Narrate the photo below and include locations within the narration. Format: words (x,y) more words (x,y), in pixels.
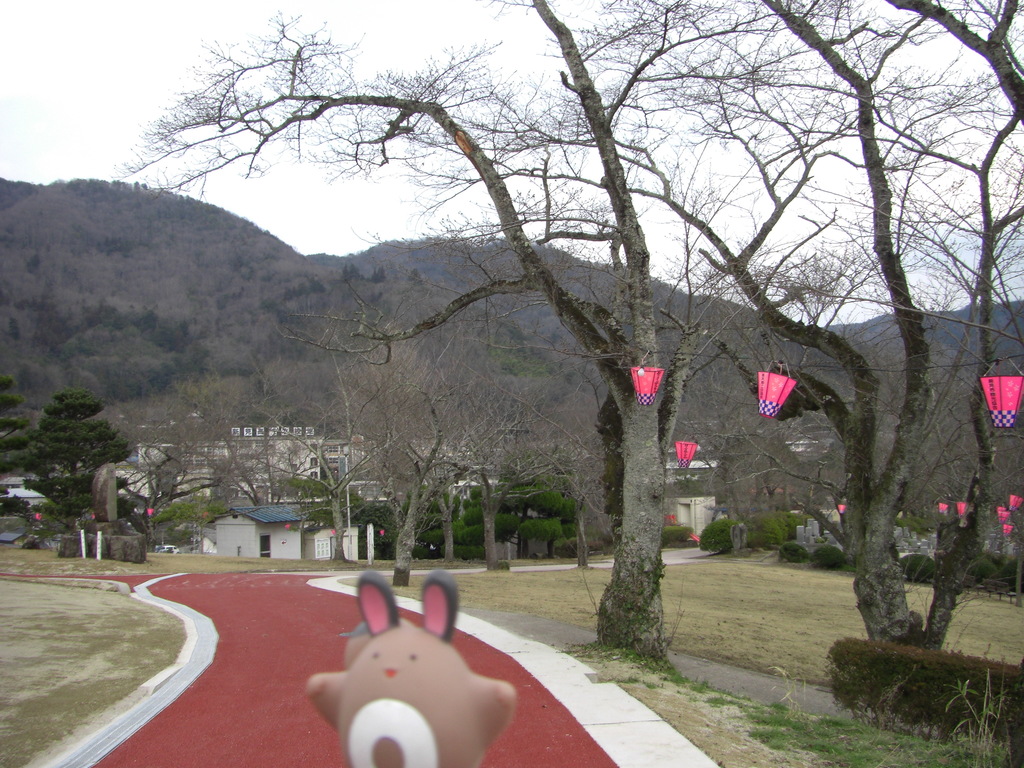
In this picture we can see trees (564,510), toy (364,598), grass (829,763), lights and plants (935,685). In the background (404,509) we can see buildings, house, trees (222,480) and sky (311,163).
